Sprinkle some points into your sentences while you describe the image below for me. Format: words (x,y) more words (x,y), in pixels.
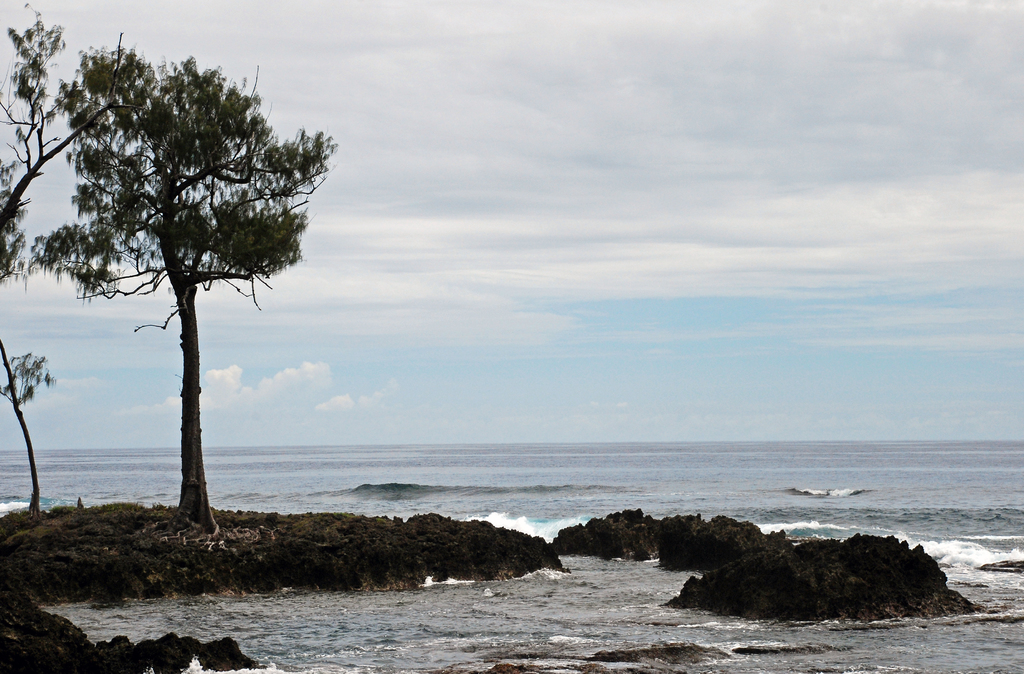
In this picture we can see water (390,480), rocks (412,517) and trees (24,51). In the background of the image (543,222) we can see the sky (601,112) with clouds (634,189).
